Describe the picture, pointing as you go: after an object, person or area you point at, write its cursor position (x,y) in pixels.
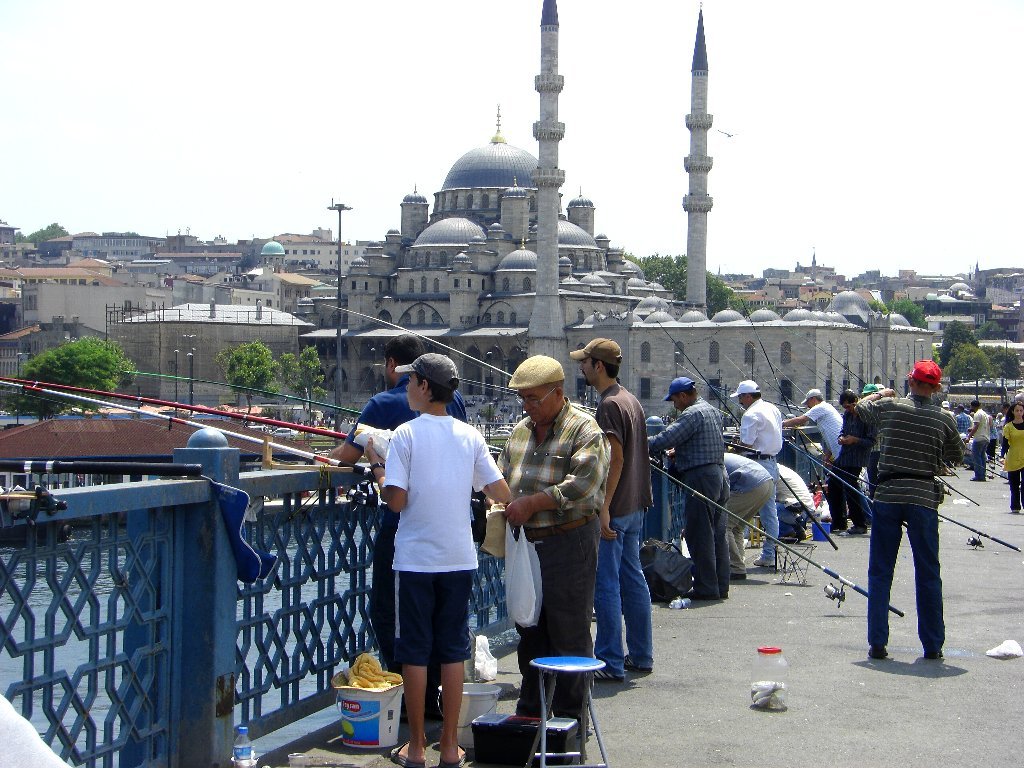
In this image we can see so many people (903,438) are standing and holding fishing sticks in their hand (885,399). Left side of the image (35,531) blue color fencing (14,593) is there. Background of the image (249,261) buildings (242,275) are present. Top of the image (806,255) sky (936,267) is there which is in white color. Bottom of the image (558,734) table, buckets (476,721), bottle (240,732) and container (772,699) are there on the road (792,744).
